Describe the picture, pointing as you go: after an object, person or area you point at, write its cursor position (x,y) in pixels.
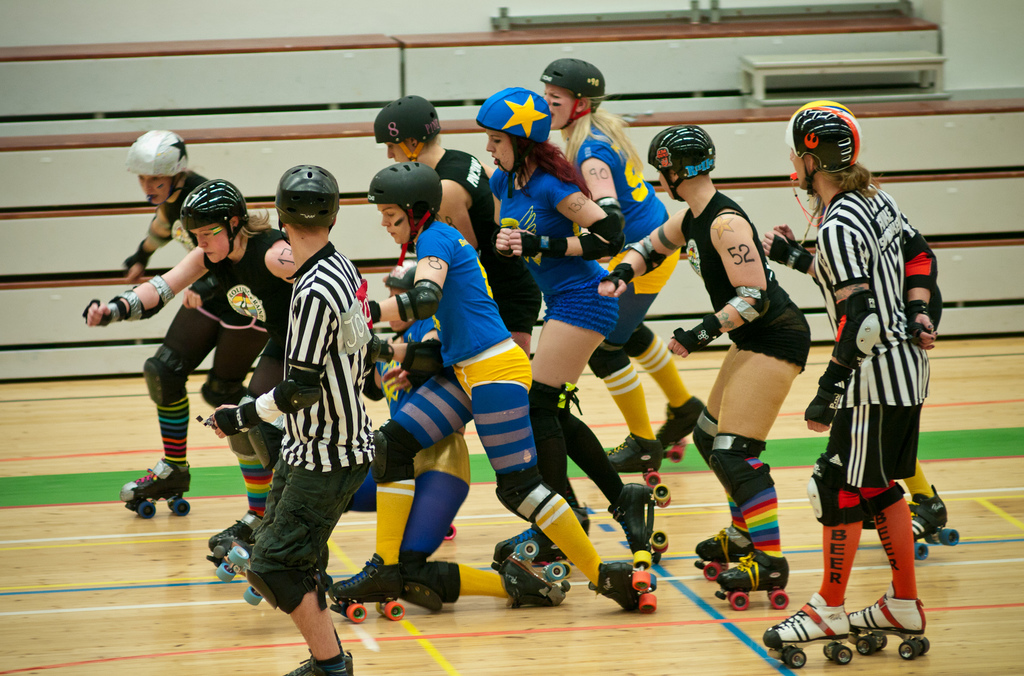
In this picture we can see a group of people (438,209) wore helmets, skating on the ground (176,573) and in the background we can see some objects (183,96).
